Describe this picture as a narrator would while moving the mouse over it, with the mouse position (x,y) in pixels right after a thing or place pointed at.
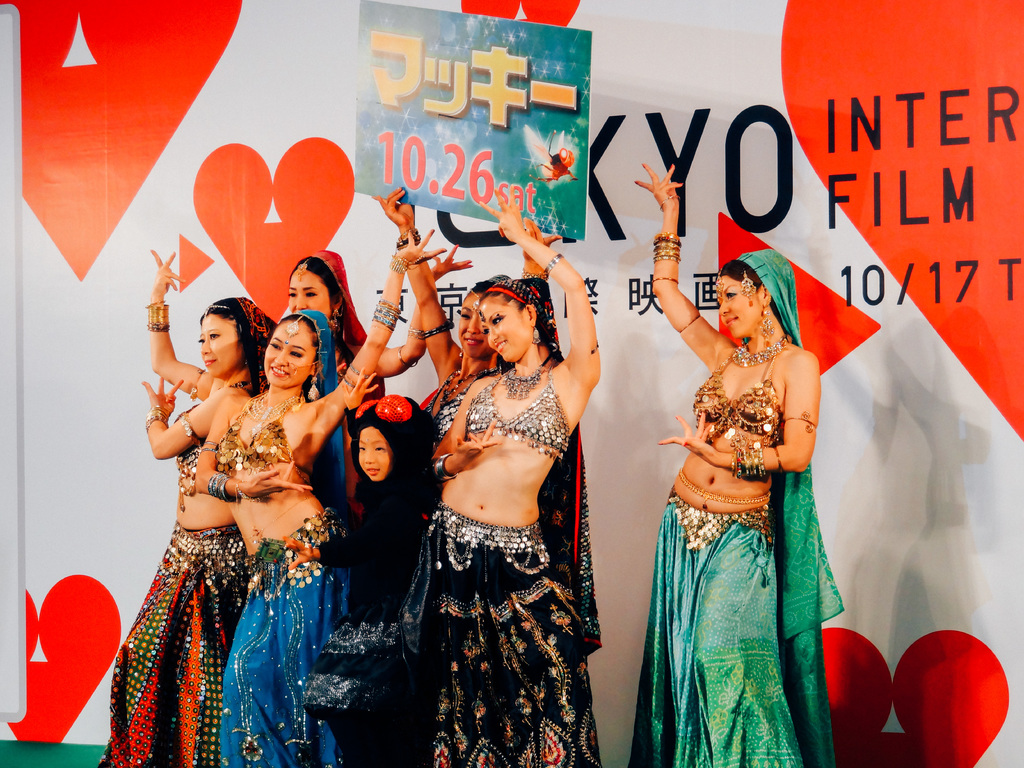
In this image there are persons (434,435) standing and smiling and in the background (899,151) there is a board (662,139) with some text (786,156) written on it and the woman (441,323) is holding a board (475,137) in her hand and there is some text (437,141) and numbers (461,164) written on the board (476,166).
